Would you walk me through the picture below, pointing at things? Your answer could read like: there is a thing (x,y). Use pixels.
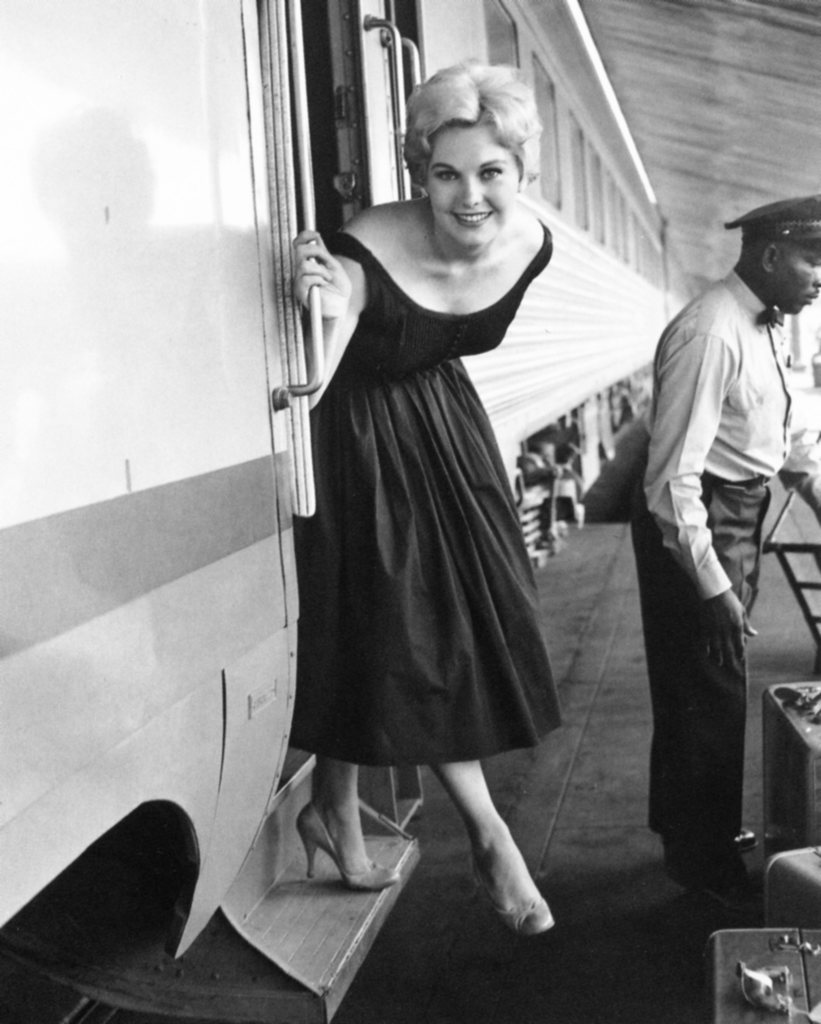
This is a black and white image. In the center of the image (327,360) we can see women (455,629) on the train (31,425). On the right side of the image (712,664) we can see persons (721,649) standing.
